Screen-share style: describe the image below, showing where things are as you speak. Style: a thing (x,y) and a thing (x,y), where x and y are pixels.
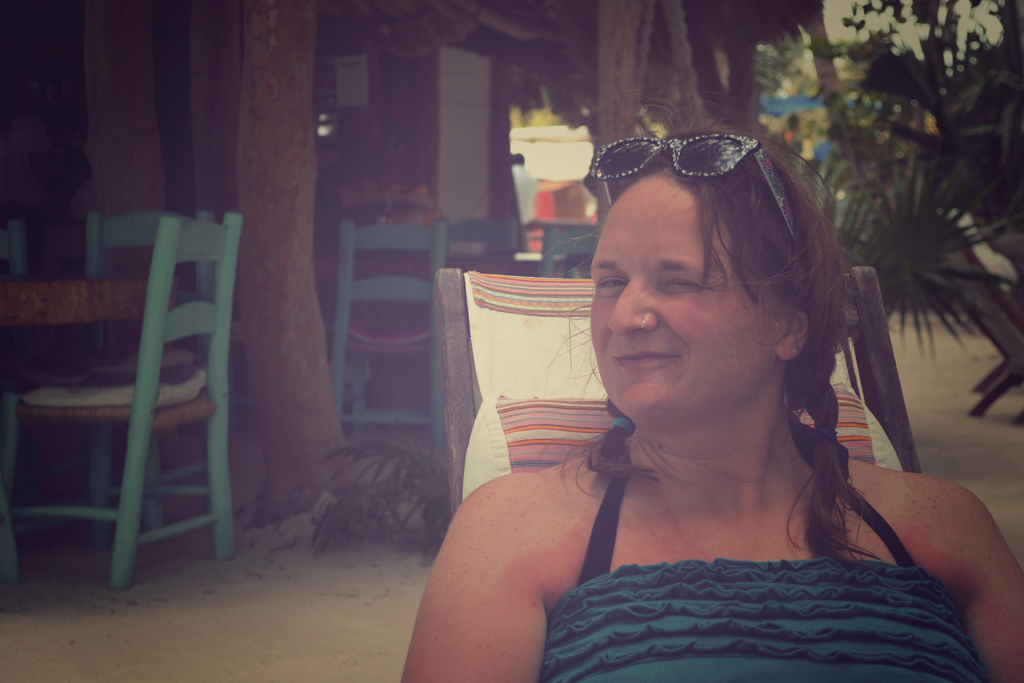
In this image there is a woman (422,678) sitting and smiling in a chair (513,299), at the back ground (469,201) there are chairs (501,244), tables (35,317), trees (268,257), buildings (721,12), sky (872,19).
